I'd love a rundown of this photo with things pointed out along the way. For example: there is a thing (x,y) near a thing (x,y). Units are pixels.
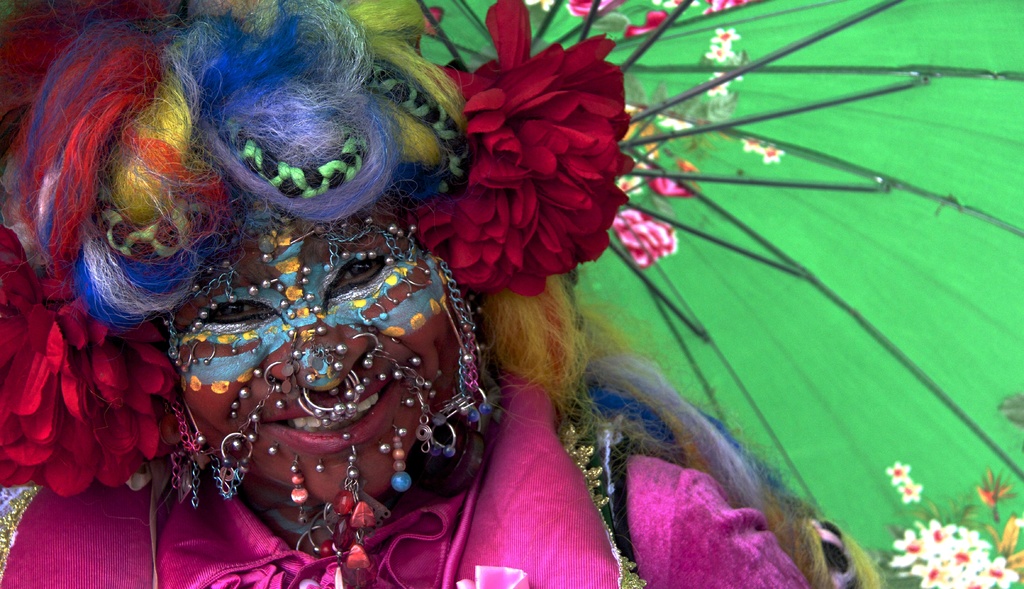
In this image there is one person (254,399) who is wearing some costume (566,238) and she is smiling, and she is holding an umbrella (814,195).
